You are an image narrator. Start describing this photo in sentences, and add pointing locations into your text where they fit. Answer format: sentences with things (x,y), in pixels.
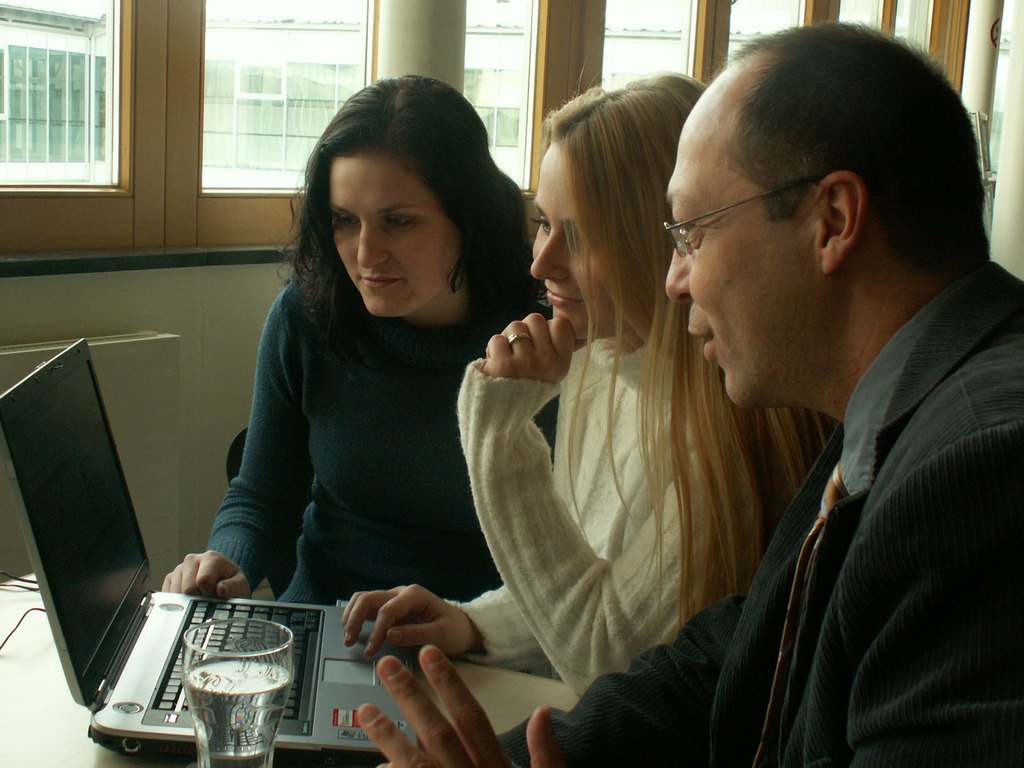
In this picture, we see two women (586,410) and a man (926,428) are sitting on the chairs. The man (852,563) on the right side (798,227) is wearing the spectacles (683,232) and he is trying to talk something. In front of them, we see a table (75,733) on which a water glass (194,698) and a laptop (119,627) are placed. The woman (650,571) in the middle (580,369) is smiling and she is operating the laptop (414,652). In the background (235,349), we see a white wall (218,296) and the windows (295,102) from which we can see a building (296,124).
